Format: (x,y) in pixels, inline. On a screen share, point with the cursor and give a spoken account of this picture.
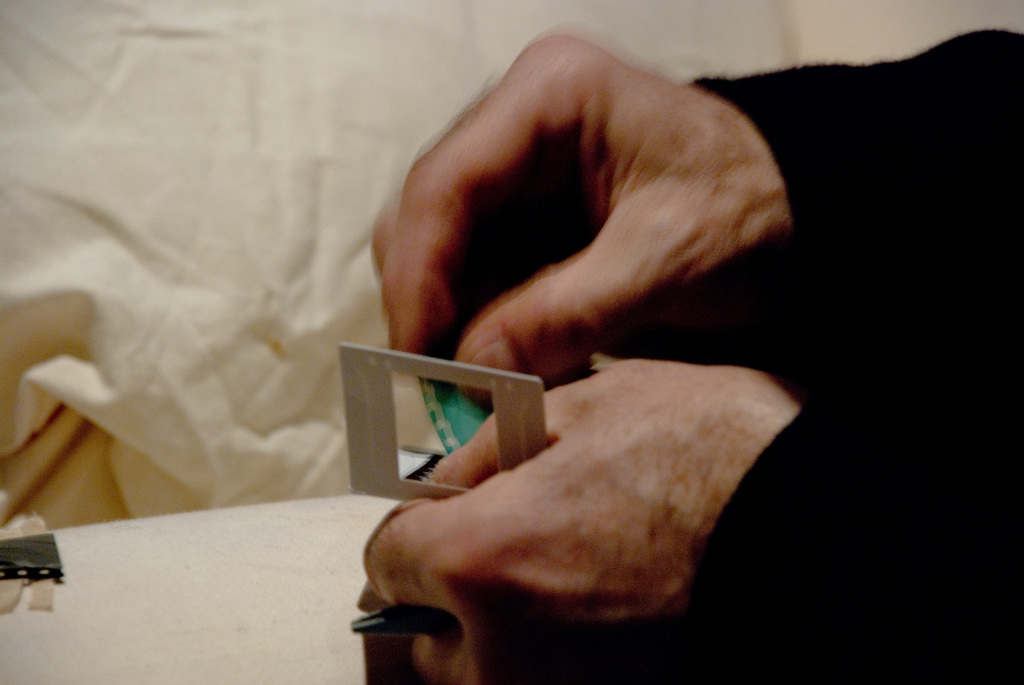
In this image on the right side (736,264), I can see the hands (622,241) a person (490,508). In the background (248,214), I can see a white cloth (164,389).
